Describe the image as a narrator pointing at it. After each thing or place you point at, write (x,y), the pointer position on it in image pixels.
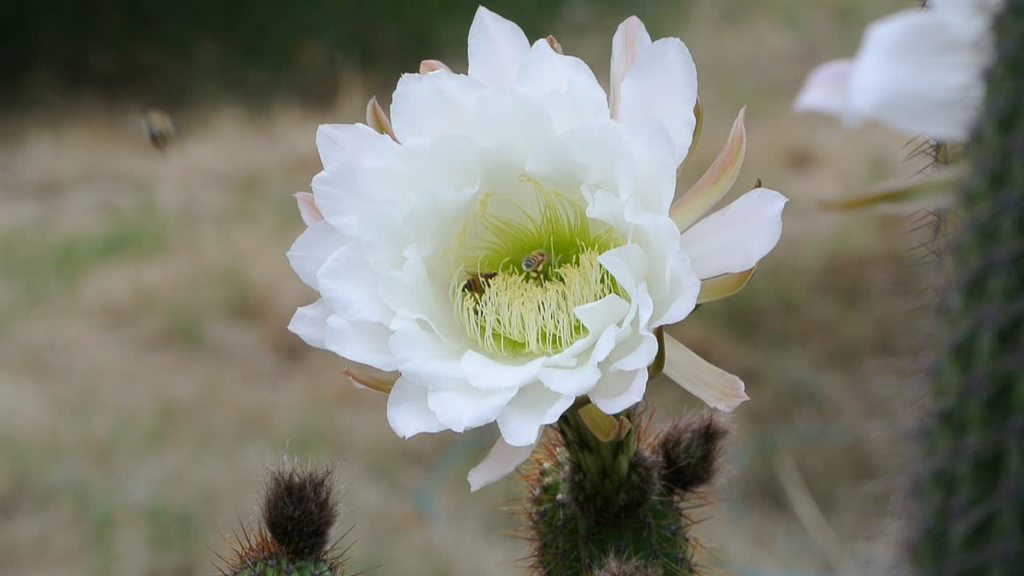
In the image in the center (379,270) we can see one flower (386,204), which is in green and white color. On the right top, we can see one more white color flower (931,85).
